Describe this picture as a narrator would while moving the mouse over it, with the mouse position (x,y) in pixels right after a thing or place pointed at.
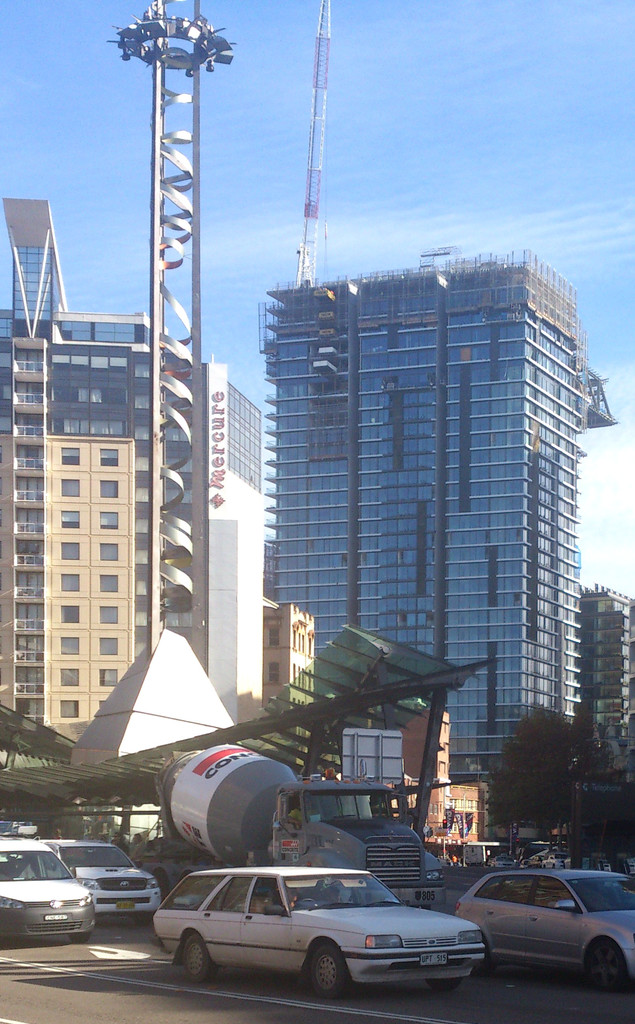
At the bottom (323,834) there are cars (234,933) that are moving on the road (494,987). In the middle (306,400) there are buildings (426,430), at the top (468,144) it is the sky (470,119).
